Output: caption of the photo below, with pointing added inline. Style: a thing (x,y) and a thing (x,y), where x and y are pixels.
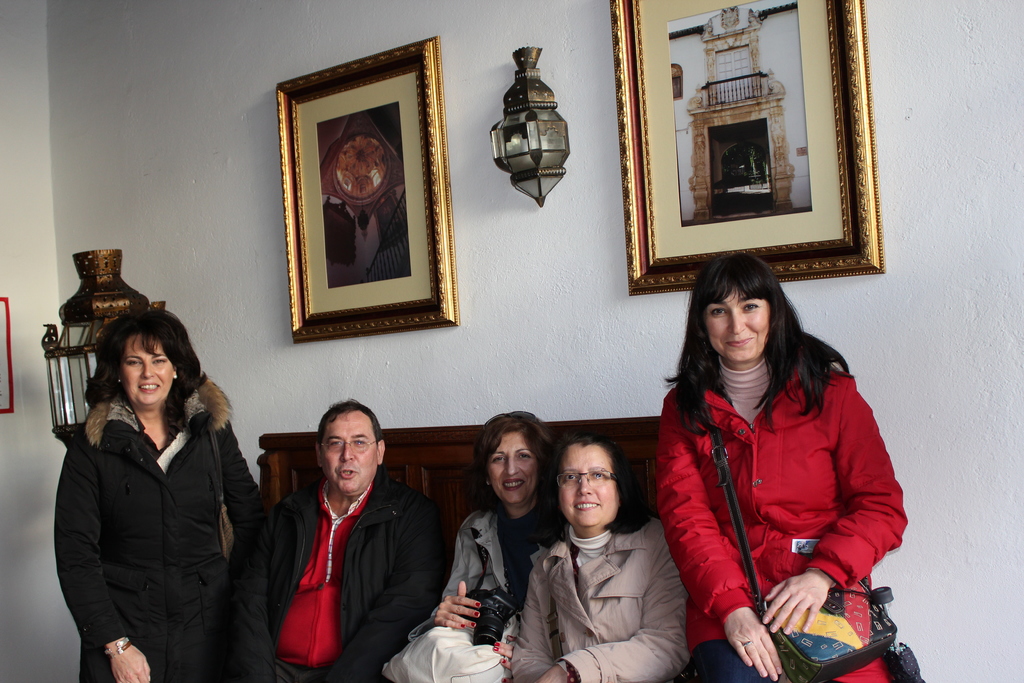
In this picture there are three persons (473,561) sitting in sofa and there are two women (192,568) standing on either sides of them and there are two photographs (409,140) attached to the wall (482,160) in the background (389,171) and there is a lamp (535,137) in between it and there is another lamp (105,270) in the left corner (79,303).
